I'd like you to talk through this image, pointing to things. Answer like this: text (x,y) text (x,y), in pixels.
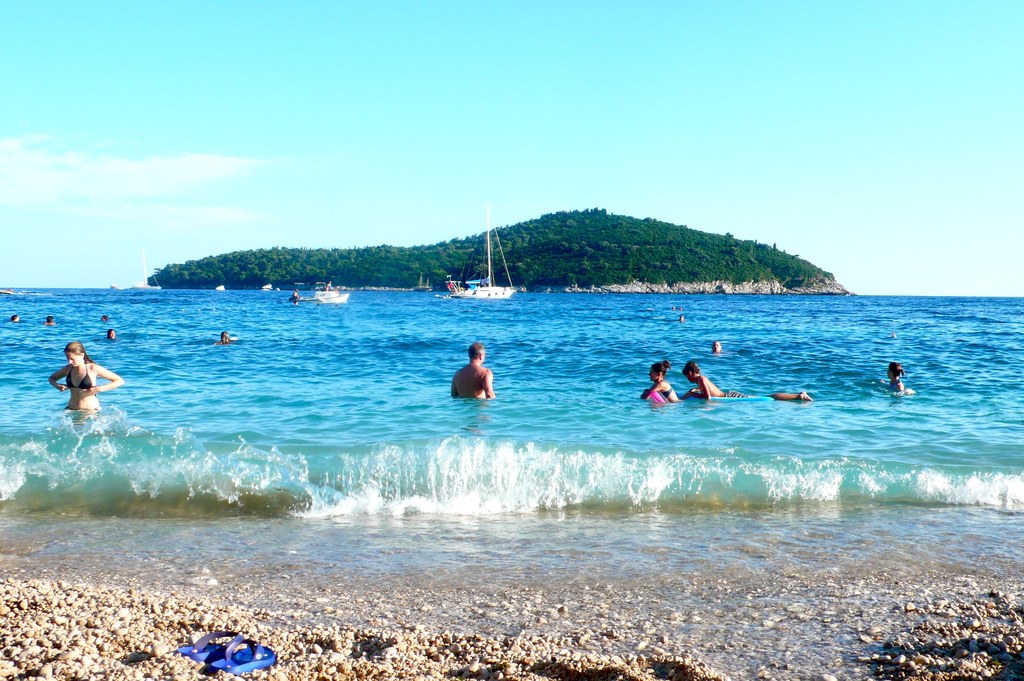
In this image, we can see persons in the water (450,400). There are boats (484,287) floating on the water (531,422). There is a hill (728,236) in the middle of the image (610,244). There is a footwear (206,646) in the bottom left of the image (200,645). There is a sky (359,185) at the top of the image (411,39).
